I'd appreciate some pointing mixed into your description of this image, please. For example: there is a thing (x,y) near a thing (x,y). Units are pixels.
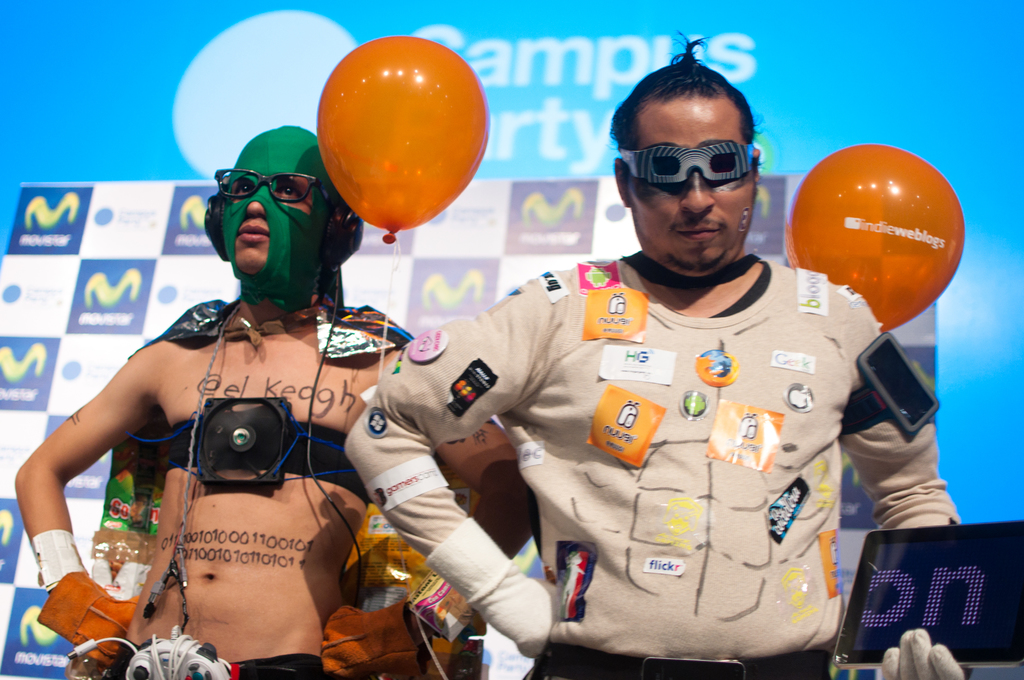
In this picture I can see there are two men (496,345) standing and the person (625,446) at right (755,643) is wearing a shirt (826,418) and there are few stickers (759,418) pasted on the shirt (664,457). He is wearing gloves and holding a tablet (932,627) in his left hand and there is another man (372,618) standing on to left (244,532), he is wearing a mask (233,211) and there is a banner (369,268) in the backdrop (513,116) and there is a screen (97,15).
